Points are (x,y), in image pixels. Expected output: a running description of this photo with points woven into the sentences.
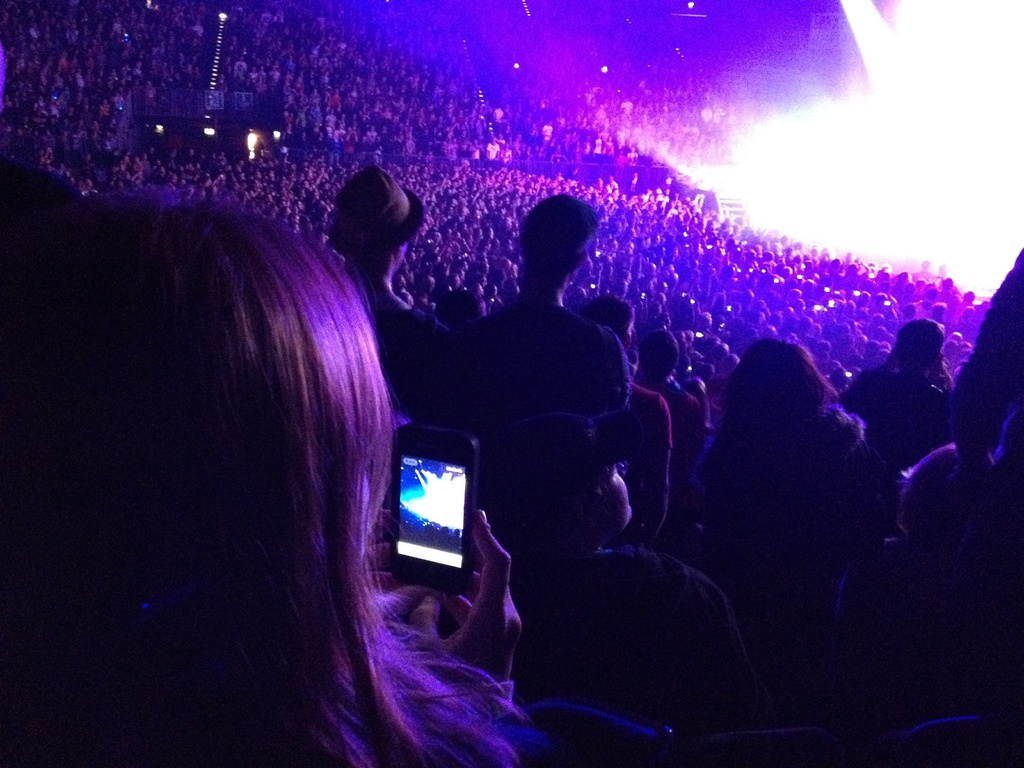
In this image we can see this person (132,397) is holding a mobile phone (403,517) and we can see many people (619,341) in the stadium (310,132).
